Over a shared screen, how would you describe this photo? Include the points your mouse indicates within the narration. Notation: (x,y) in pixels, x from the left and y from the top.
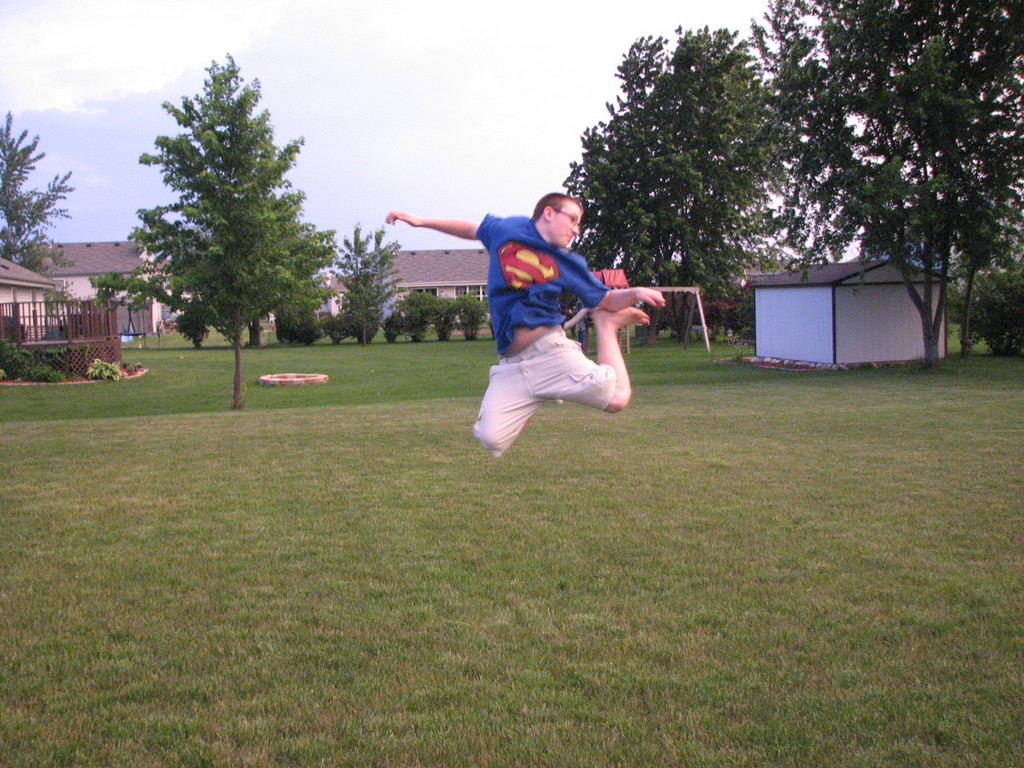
In this image I can see the grass (503,646). I can see a person (534,363). In the background (242,340), I can see the trees (348,288), houses (412,271) and clouds (200,65) in the sky (286,56).
